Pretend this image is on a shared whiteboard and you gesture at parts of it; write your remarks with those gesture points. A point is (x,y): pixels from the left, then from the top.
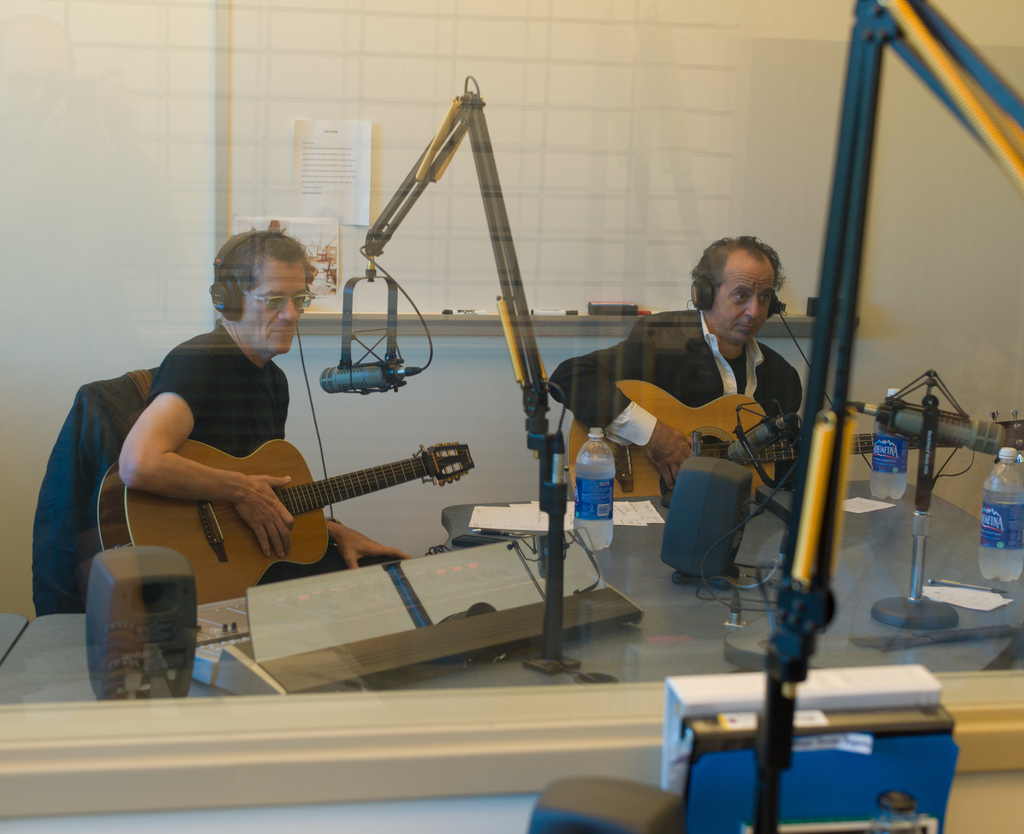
In this picture we can see 2 men (178,397) who are sitting on chairs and they are having guitars (279,457), they also wear headsets (229,298). In front of them there are microphones (909,404). It seems like they are singing. In front of them there is a table (750,623) on which we can see loudspeakers (179,590), water bottles (892,491), some audio equipment (425,593). It seems like musical concert.
